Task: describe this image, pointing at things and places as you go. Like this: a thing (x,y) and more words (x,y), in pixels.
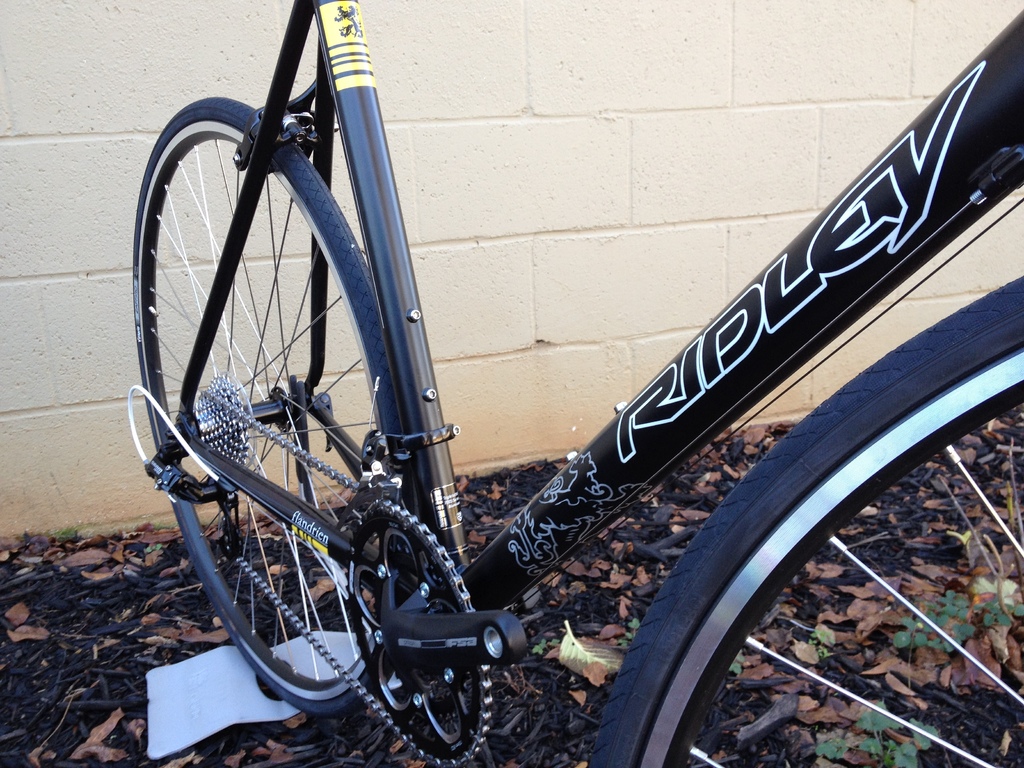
In the center of the image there is a bicycle (674,651) on the ground (536,650). In the background (55,320) there is a wall (406,95).
